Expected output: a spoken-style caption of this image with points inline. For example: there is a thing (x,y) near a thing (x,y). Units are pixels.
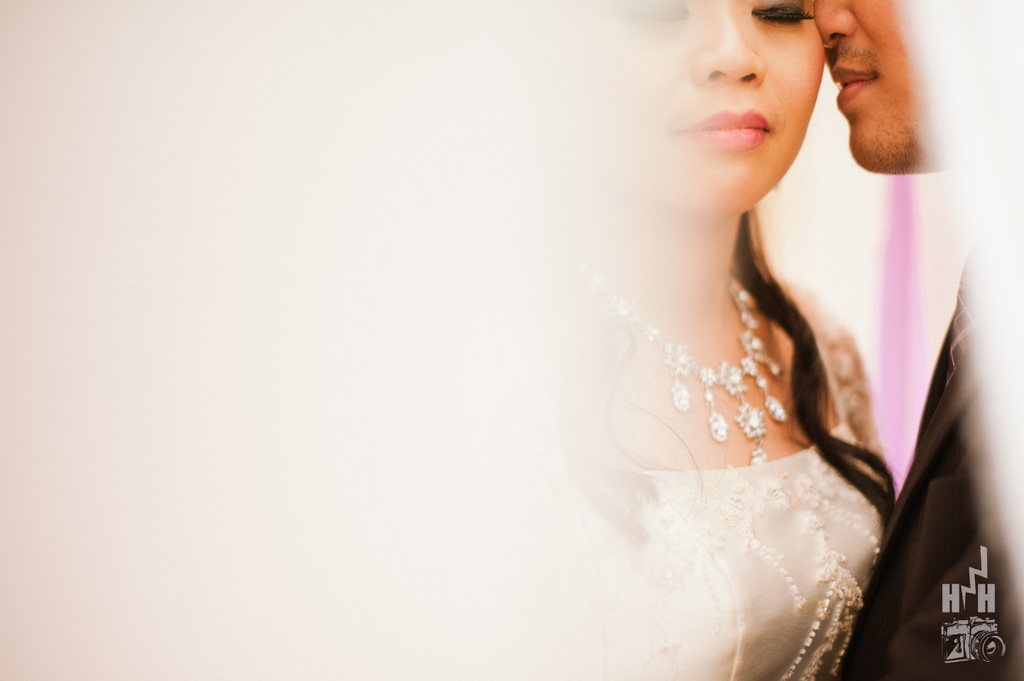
This looks like an edited image. I can see the woman (728,377) and the man (924,545) standing. I think this is the watermark (970,637) on the image.
